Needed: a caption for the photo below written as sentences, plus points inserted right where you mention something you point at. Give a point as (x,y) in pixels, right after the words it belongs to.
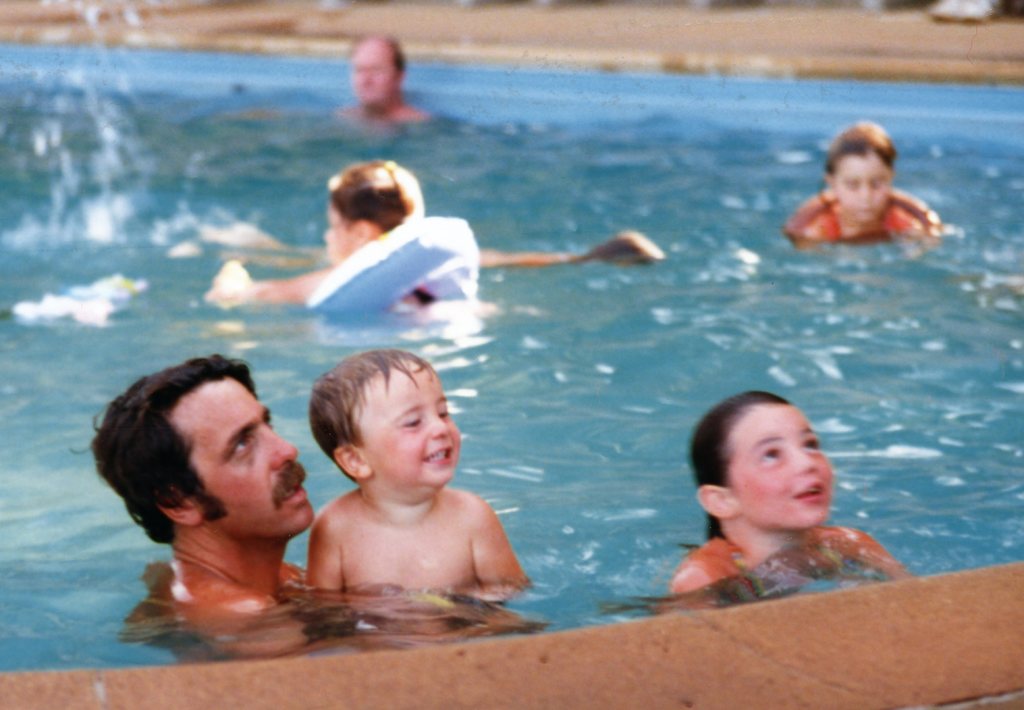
In the picture I can see a man (278,501) and two children (433,448) are swimming in the water (920,513). The background of the image (477,259) is slightly blurred, where we can see a child (596,258) is swimming in the water (426,212) using tube (442,272) and we can see a few more people (837,168) swimming in the water (882,273).
